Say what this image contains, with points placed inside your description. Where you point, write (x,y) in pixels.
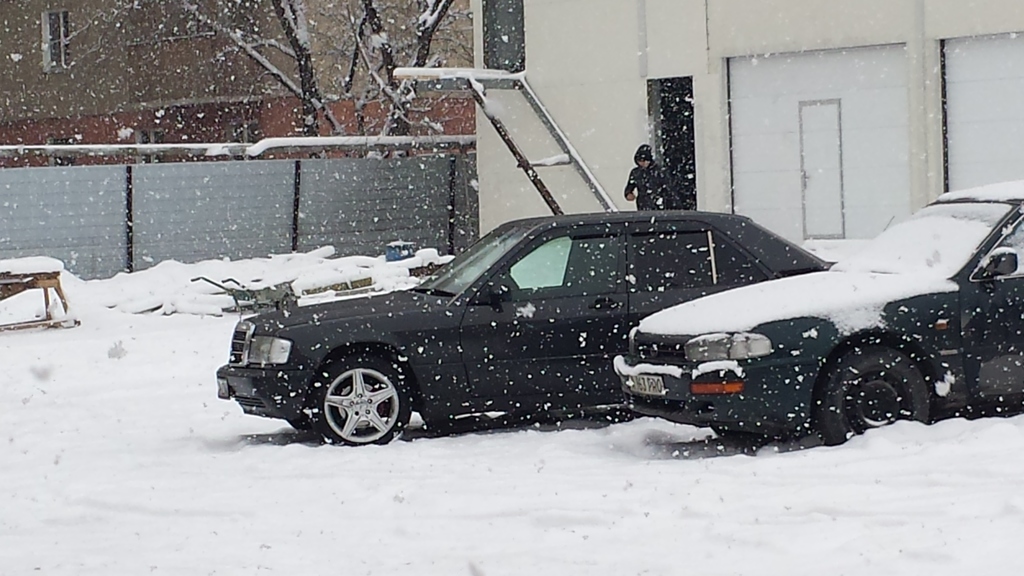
In this image we can see two cars (519,337) covered with the snow (859,293) and there are two buildings (199,107) and to the side we can see a tree (267,59). We can see a person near the building (705,133) and there is a snow (749,548) on the ground (93,284).
